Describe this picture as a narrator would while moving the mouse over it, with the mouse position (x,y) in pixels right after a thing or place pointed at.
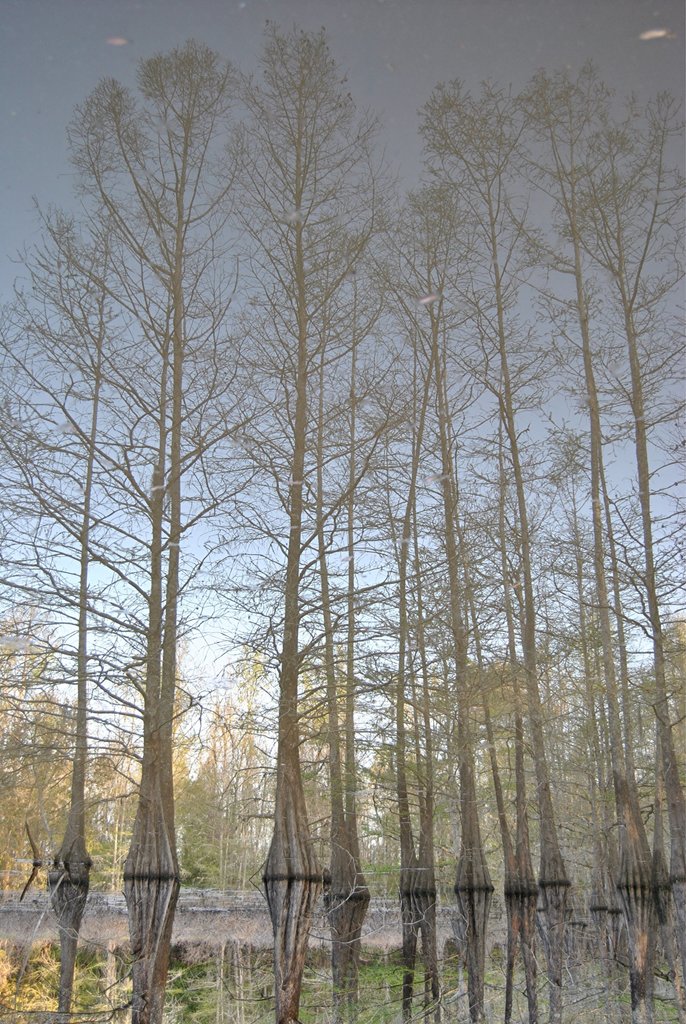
In this picture I can see trees (470,886), and in the background (411,278) there is sky (440,591).
